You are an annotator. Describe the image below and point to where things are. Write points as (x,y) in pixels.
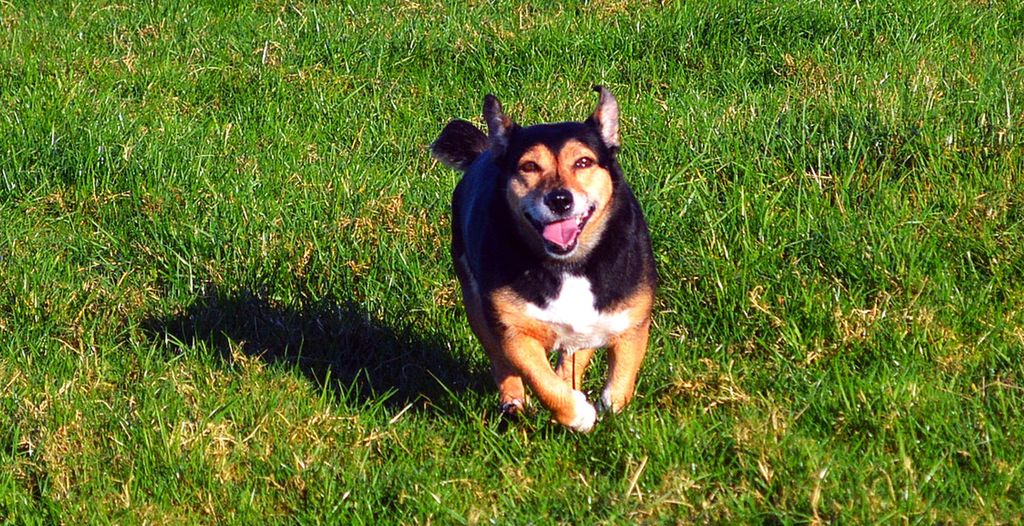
In this picture we can see a dog (478,333) running on the ground (84,387) and in the background (272,86) we can see grass (252,209).
